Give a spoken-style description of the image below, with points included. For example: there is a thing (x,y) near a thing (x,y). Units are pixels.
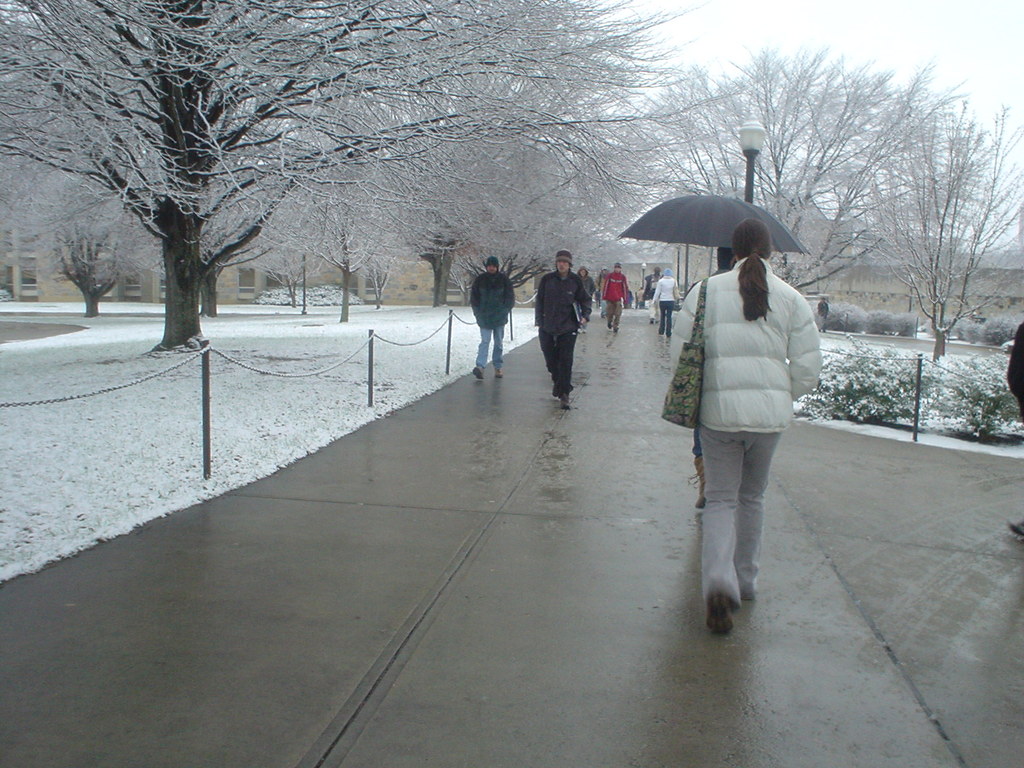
In the image we can see there are people (585,276) walking, they are wearing clothes (568,302), shoes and some of them are wearing caps (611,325) and carrying bags (684,380). Here we can see an umbrella (682,229), footpath (549,510), chain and the poles (209,354). Here we can see plants (904,392), snow (97,405), trees (241,124), the light pole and the sky (1023,34).
